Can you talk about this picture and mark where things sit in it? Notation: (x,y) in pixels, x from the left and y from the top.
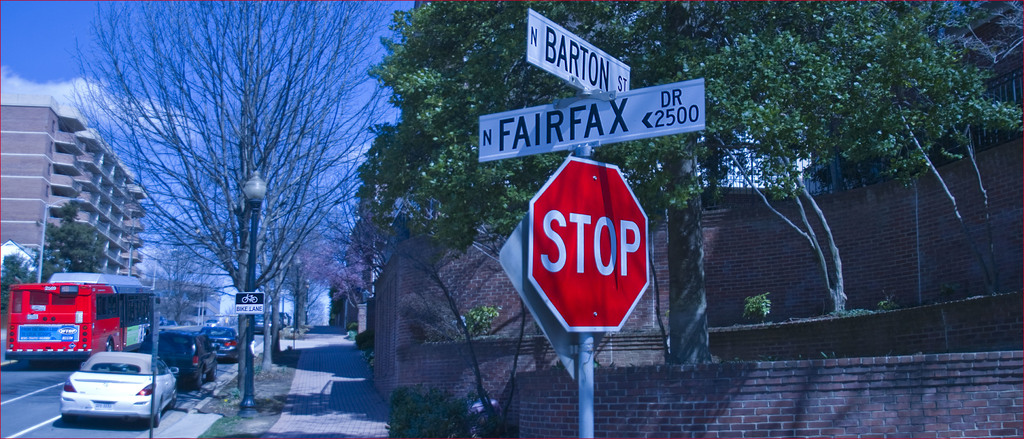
This picture shows few buildings (23,154) and trees (487,86) and we see few cars (204,330) parked on the side of the road (170,407) and we see a bus (141,342) and few sign boards (557,340) to the poles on the sidewalk (291,415) and we see a blue cloudy sky (69,56) and a pole light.
